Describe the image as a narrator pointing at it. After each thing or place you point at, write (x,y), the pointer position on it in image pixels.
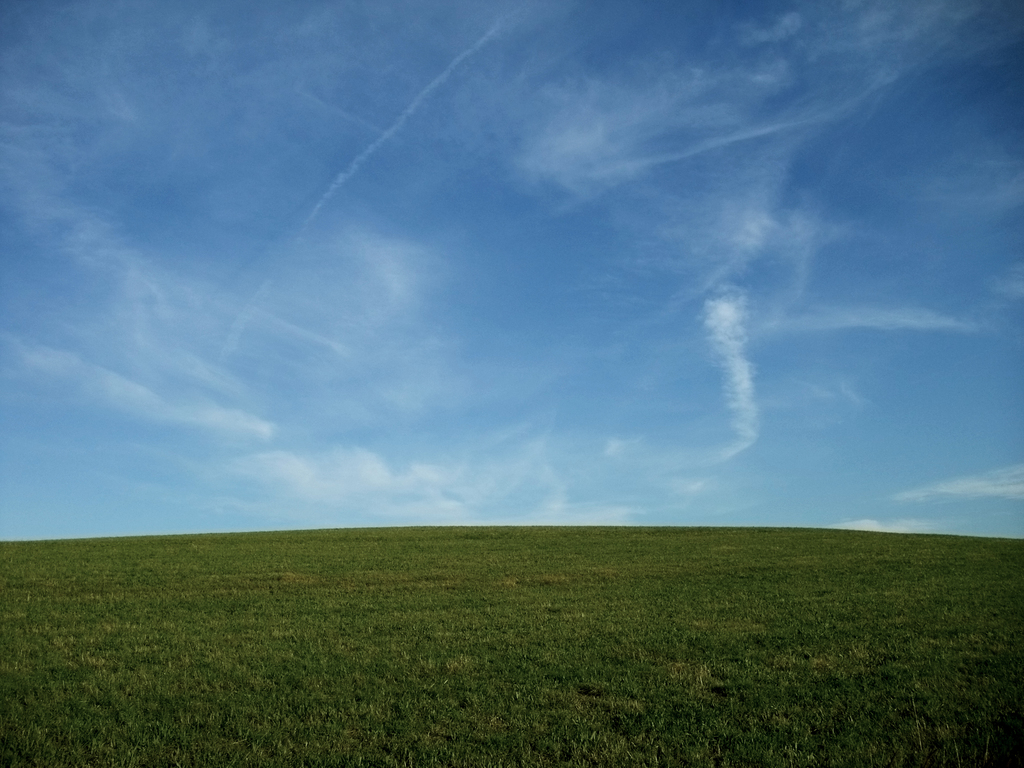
In this picture there is grass (479,552). At the top (464,199) there is sky (400,228) and there are clouds (299,325).
